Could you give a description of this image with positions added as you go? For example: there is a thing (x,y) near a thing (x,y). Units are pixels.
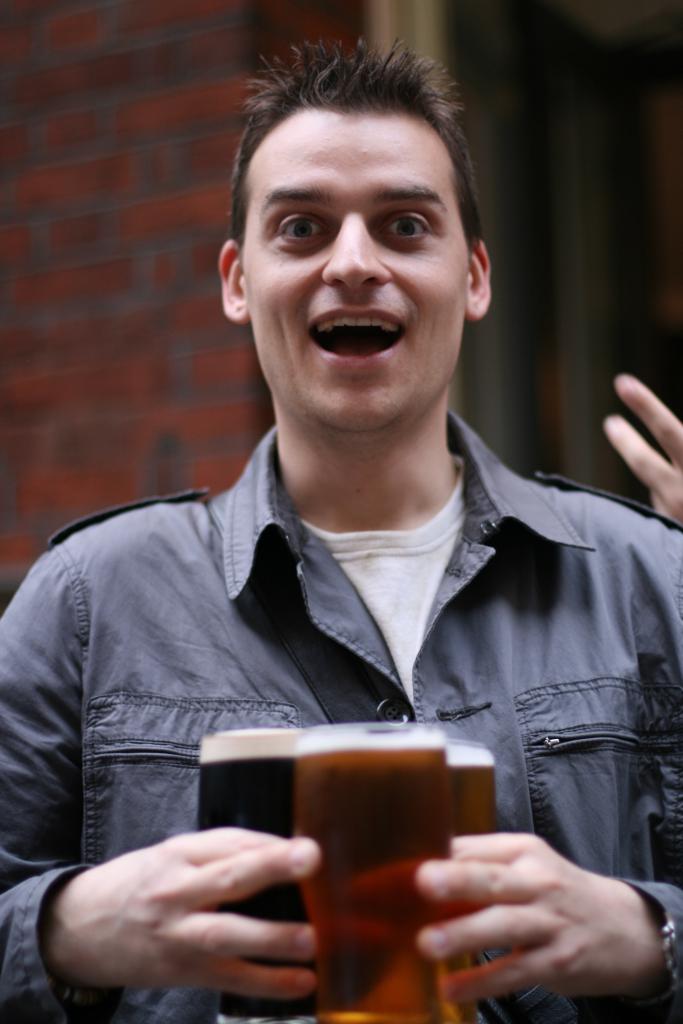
In the middle of the image (308,413) a man (535,475) is standing and holding beer glasses (389,750) and smiling. Behind him there is a brick wall (159,135).
